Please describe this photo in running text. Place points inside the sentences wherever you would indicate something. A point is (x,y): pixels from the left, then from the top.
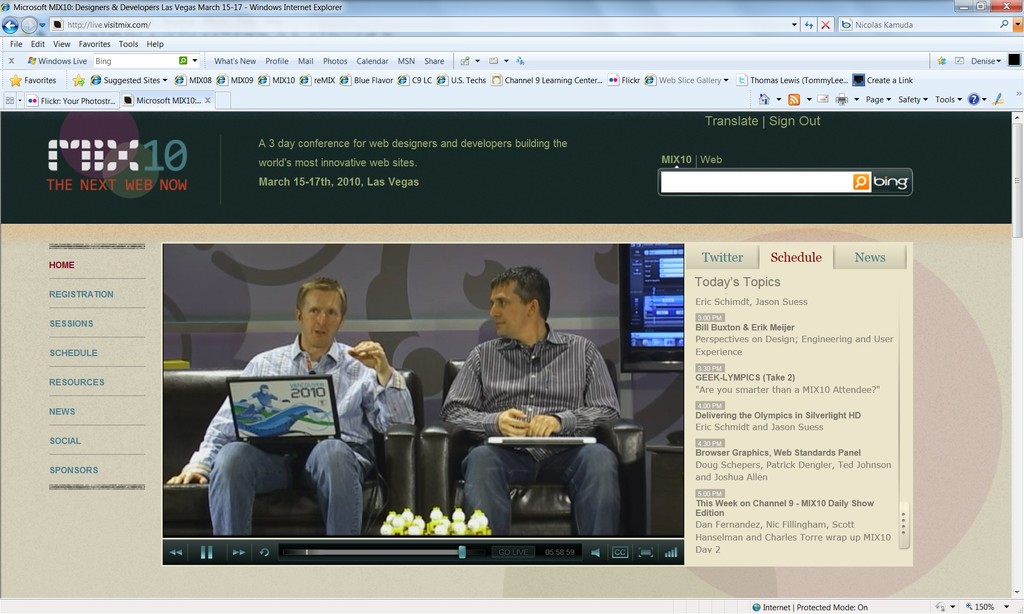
This is a picture of web page. We can see men (540,375) sitting on the chairs (393,449) and we can see laptops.
